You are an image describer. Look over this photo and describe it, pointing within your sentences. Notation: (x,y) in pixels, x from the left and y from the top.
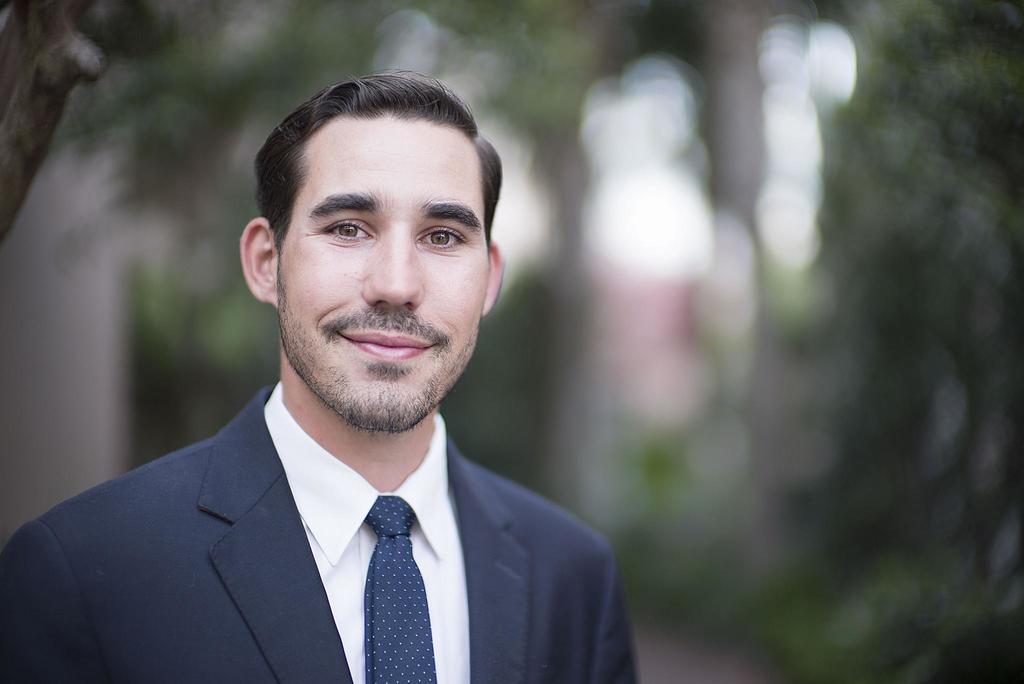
In this image there is a person (350,305) truncated towards the bottom of the image (353,523), there is an object (28,113) truncated towards the left of the image (43,243), the background of the image (251,100) is blurred.
